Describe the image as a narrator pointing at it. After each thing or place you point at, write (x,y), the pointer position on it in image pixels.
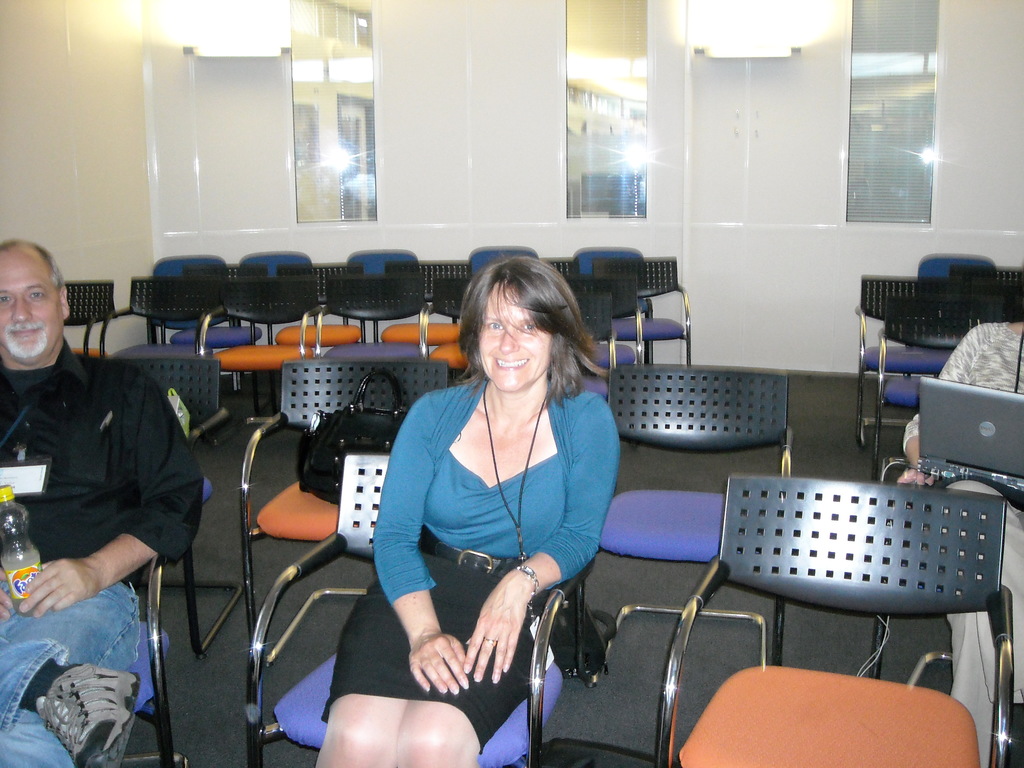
In this image, In the middle (500,499) there is a woman (483,590) she is smiling, her hair (523,285) is short. To the left (31,616), there is a man (77,597) he wear black shirt (88,460), trouser (79,615) and shoes (71,715). On the right (971,363) there is a person (981,488). In the background (589,167) there are many empty chairs (607,295), light (741,57) and mirror (610,147).
